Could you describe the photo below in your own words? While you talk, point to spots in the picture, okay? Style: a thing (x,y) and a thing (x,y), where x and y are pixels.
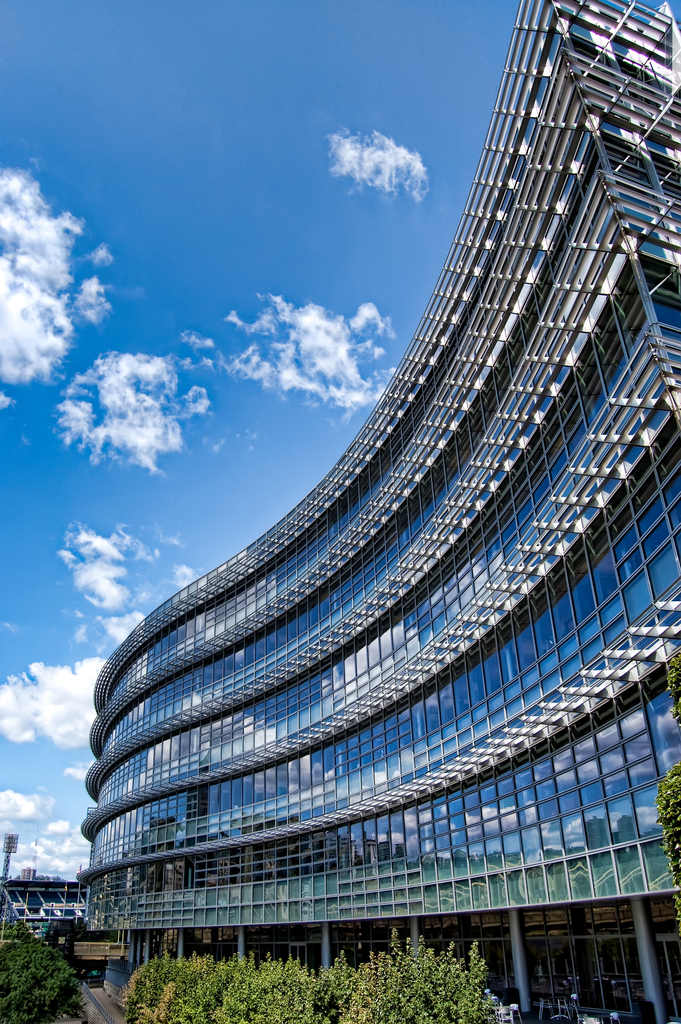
In this image there is a huge building (248,796), in front of the building (524,837) there are trees (152,977) and plants (202,970). In the background (155,504) there is a sky (88,360).
